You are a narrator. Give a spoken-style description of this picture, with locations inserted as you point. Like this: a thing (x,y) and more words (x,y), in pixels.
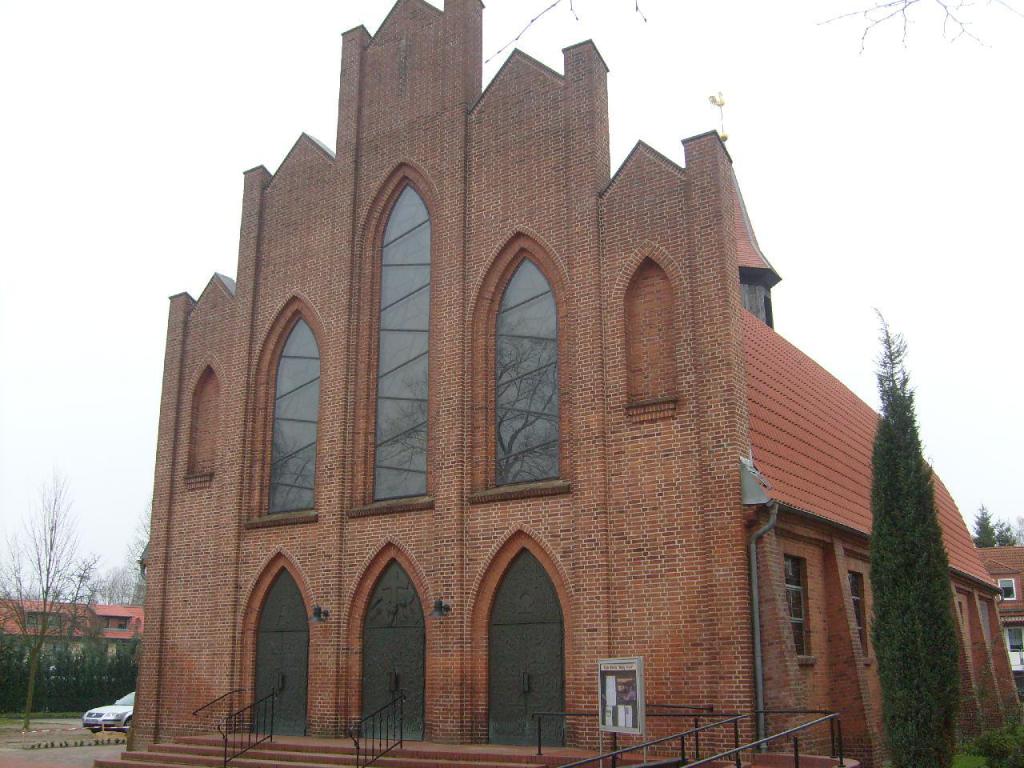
This image is clicked outside. It consist of a building (420,339) made up of red bricks (215,424). There are three doors (384,613) to this building (490,634). To the right (896,636), there is a tree (947,660). To the left (69,687), there are plants (79,698) and a car (98,714).
